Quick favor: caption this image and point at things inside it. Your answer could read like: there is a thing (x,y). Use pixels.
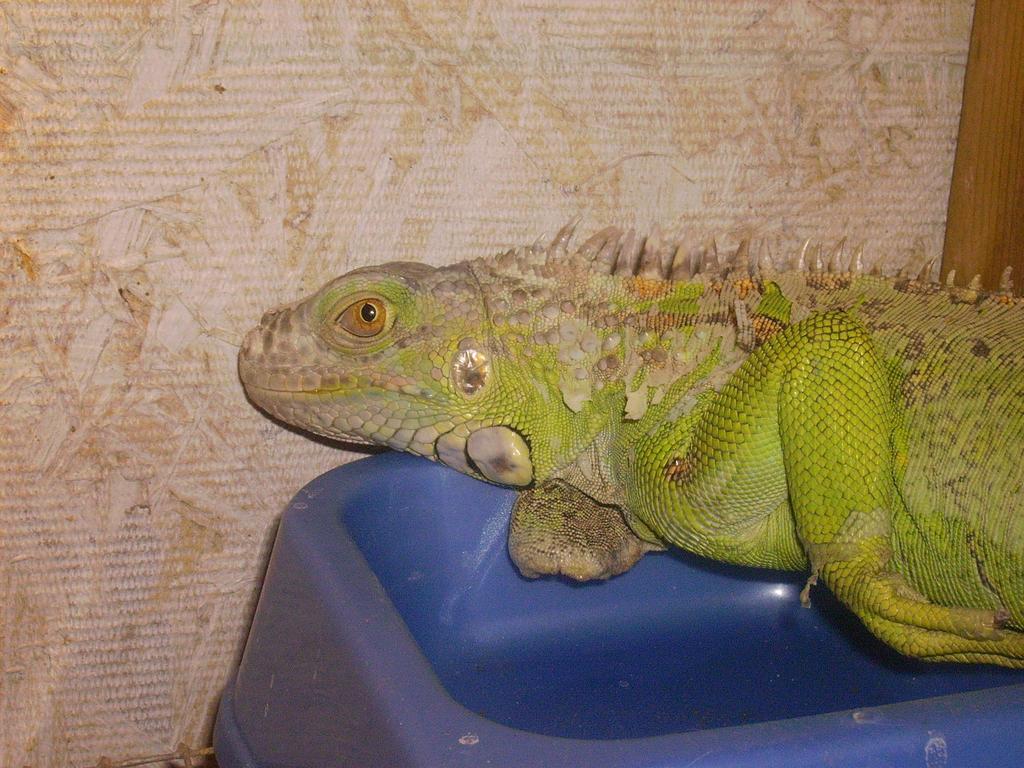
In this picture I can see a reptile (607,519) on an object (659,573), and in the background (647,89) there is a wall (153,152).
